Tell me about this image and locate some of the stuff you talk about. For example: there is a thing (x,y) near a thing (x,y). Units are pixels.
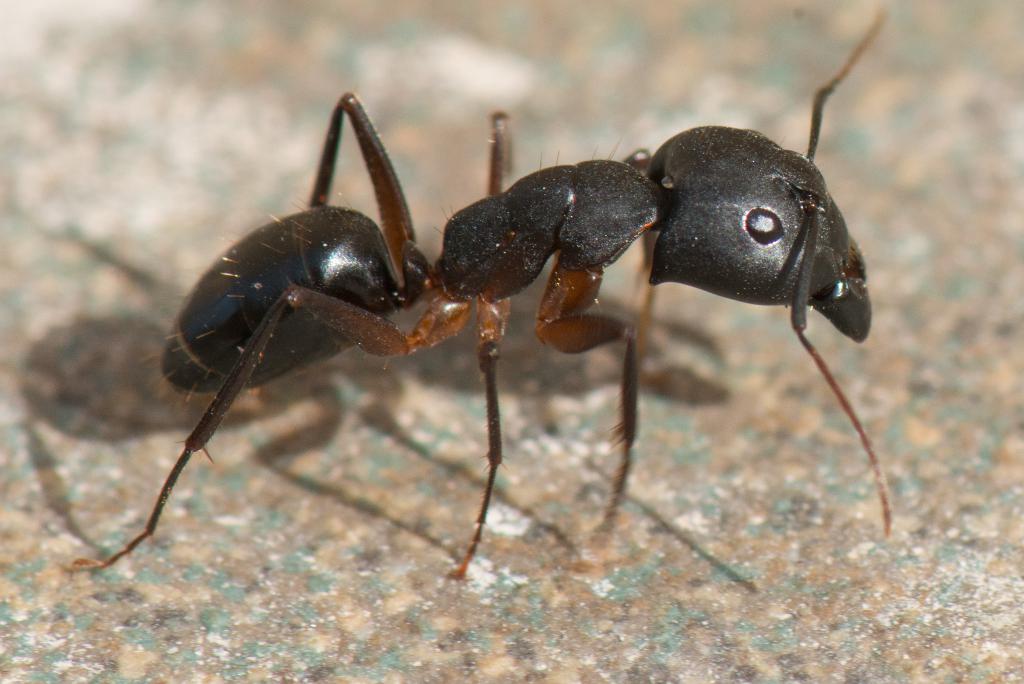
In the image there is an ant (633,187) on the ground (263,536).
